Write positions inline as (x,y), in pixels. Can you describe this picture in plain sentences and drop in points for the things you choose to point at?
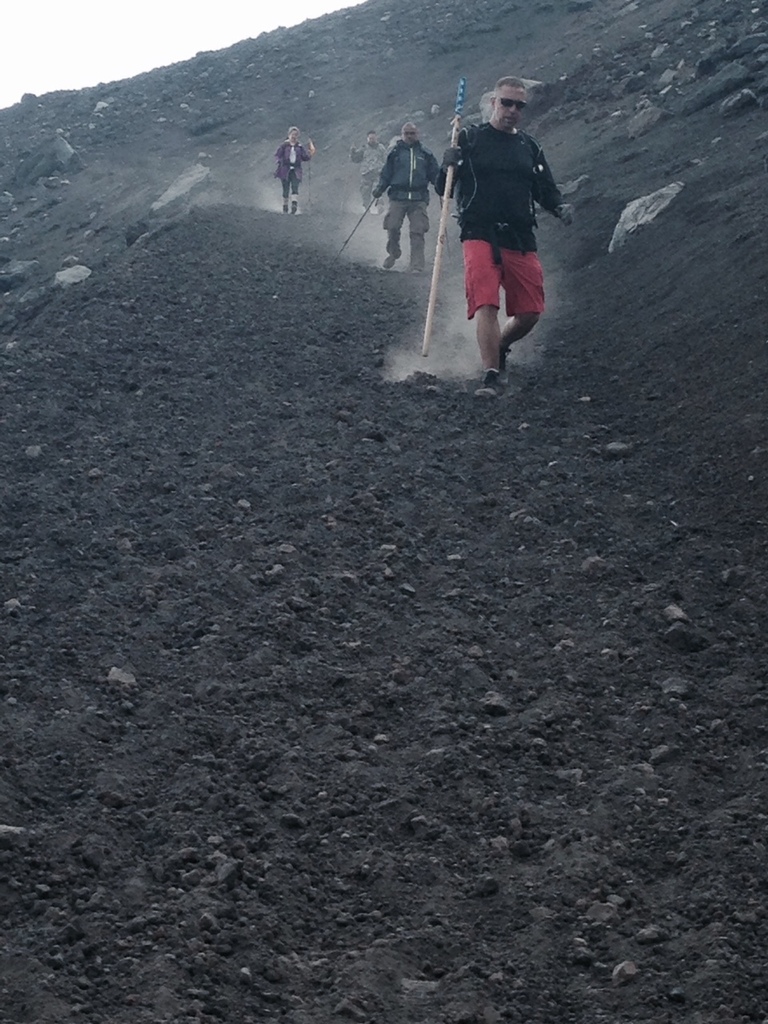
In this image there are four persons (395,253) holding the sticks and walking on the hill (300,230), and in the background (133,52) there is sky (97,49).
